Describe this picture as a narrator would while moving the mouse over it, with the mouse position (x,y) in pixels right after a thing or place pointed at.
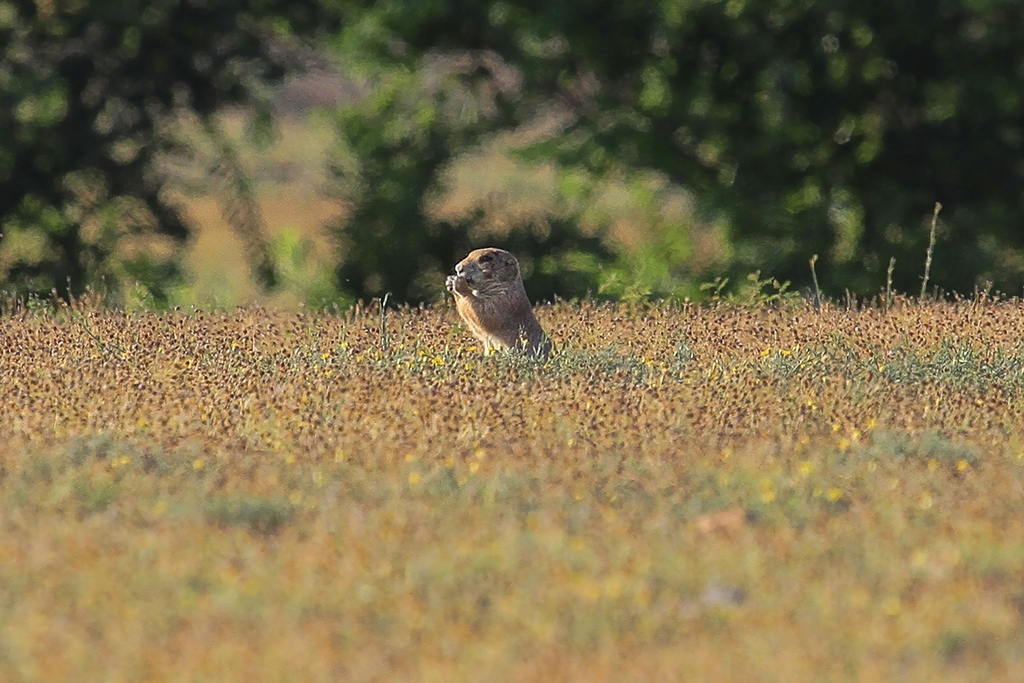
In the image we can see an animal (467,298), grass (477,361), trees (735,179) and the background (540,187) is blurred.
